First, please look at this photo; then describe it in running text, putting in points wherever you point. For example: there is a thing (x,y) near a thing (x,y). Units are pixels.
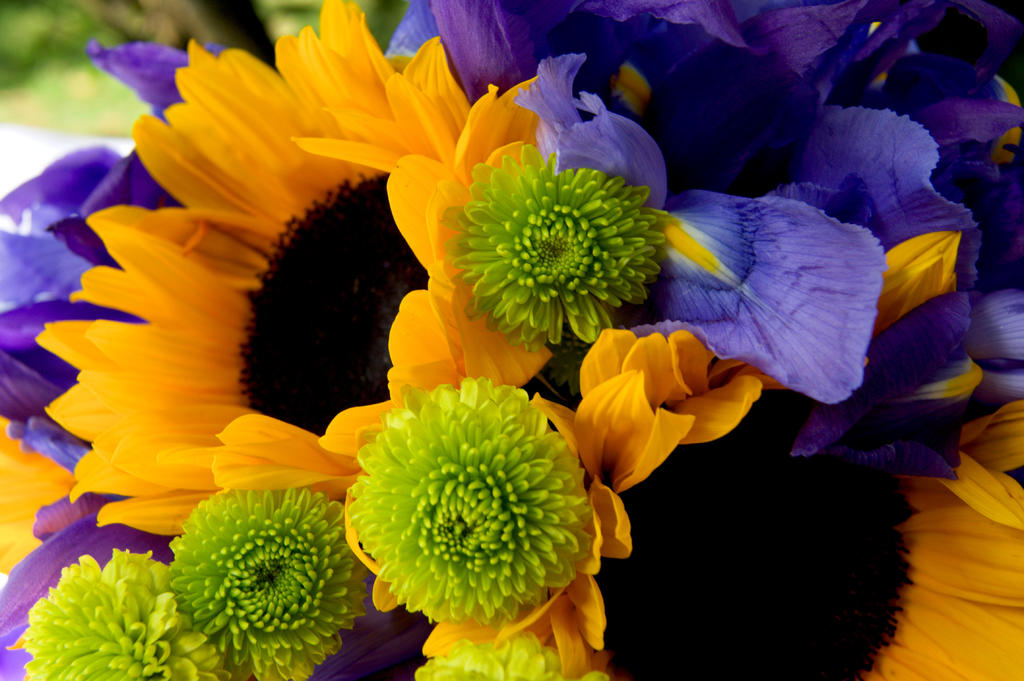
In this image we can see flowers (490,477).
